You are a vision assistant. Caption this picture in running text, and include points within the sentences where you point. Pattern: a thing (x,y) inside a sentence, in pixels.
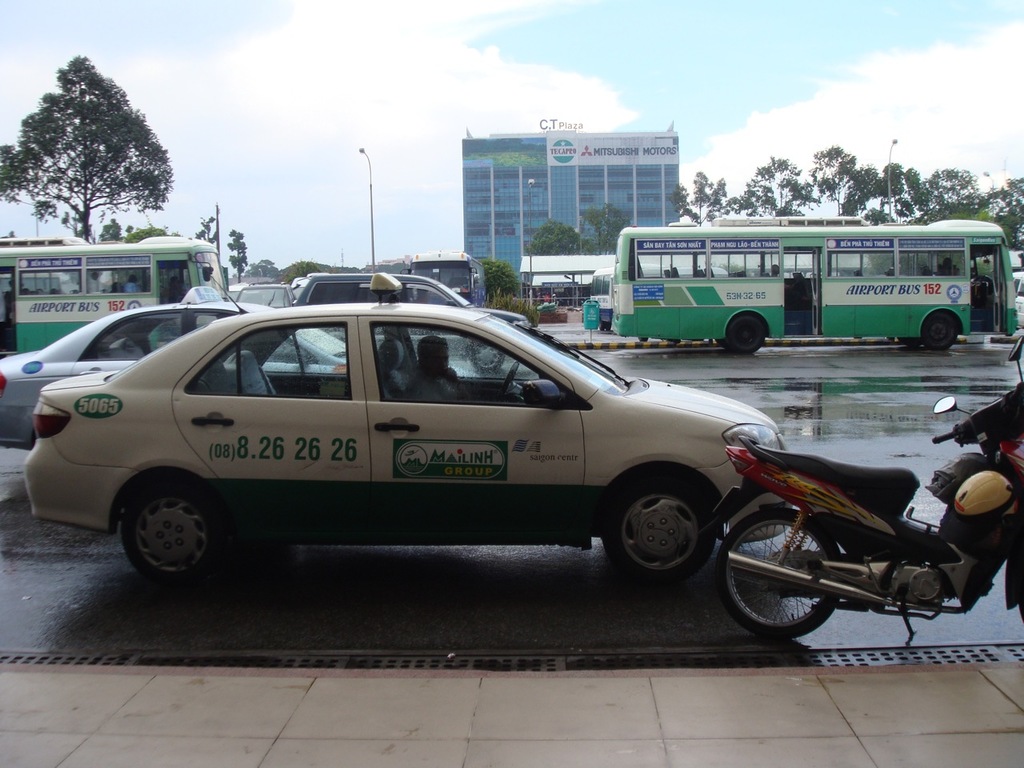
In this image we can see a group of vehicles (452,420) and we can see persons (432,393) in few vehicles (360,315). Behind the vehicles (521,355) we can see a building (579,222), street poles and a group of trees (267,272). At the top (586,106) we can see the sky (476,83).
